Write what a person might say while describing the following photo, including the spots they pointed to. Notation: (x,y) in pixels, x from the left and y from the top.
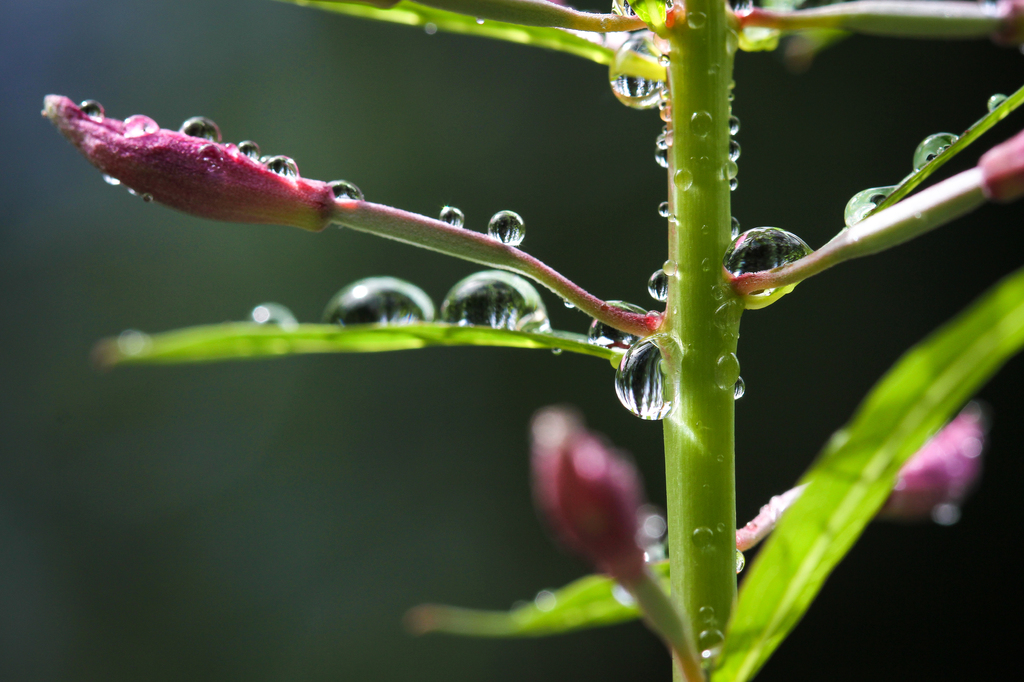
In this image, we can see a plant (678,379) with some water drops (628,393) and the background (79,603) is blurred.
